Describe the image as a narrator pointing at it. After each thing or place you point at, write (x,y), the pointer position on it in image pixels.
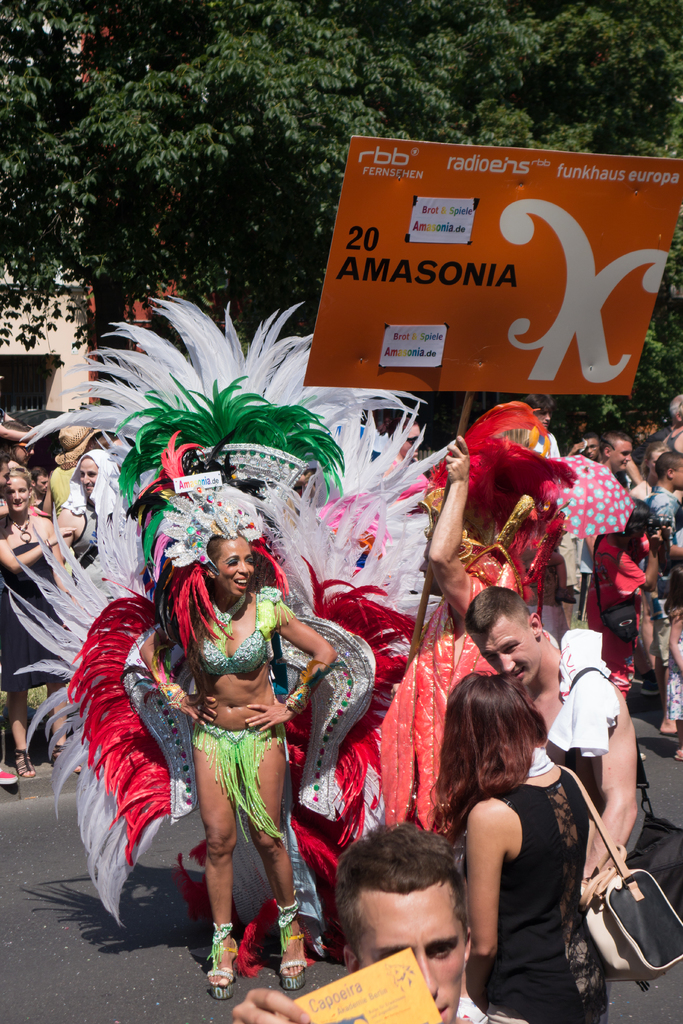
In this image we can see a man (549,548) and a woman (331,750) wearing the costumes (369,726) standing on the ground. In that a man (457,670) is holding a board (360,304) with some text (376,278) on it. We can also see a group of people (547,741), a tree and a building (20,390). In the foreground (452,853) we can see a man (279,1019) holding a card (380,1019).
